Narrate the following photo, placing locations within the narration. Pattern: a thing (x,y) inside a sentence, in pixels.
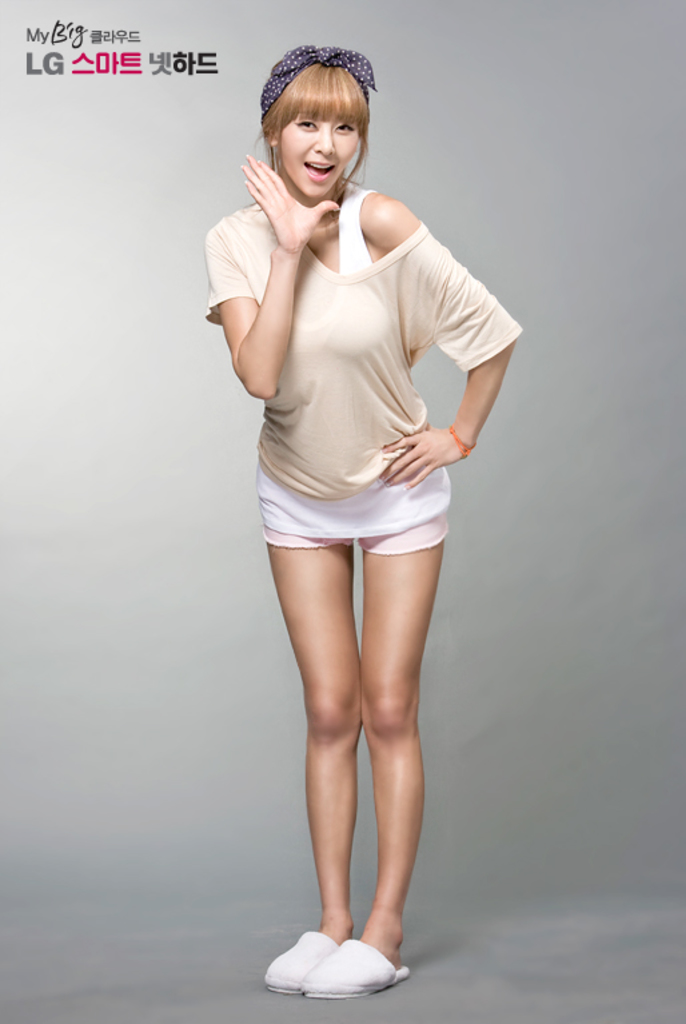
In the center of the image (263,362) there is a woman (465,310). At the top of the image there is some text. In the background of the image (560,209) there is wall (152,409).
